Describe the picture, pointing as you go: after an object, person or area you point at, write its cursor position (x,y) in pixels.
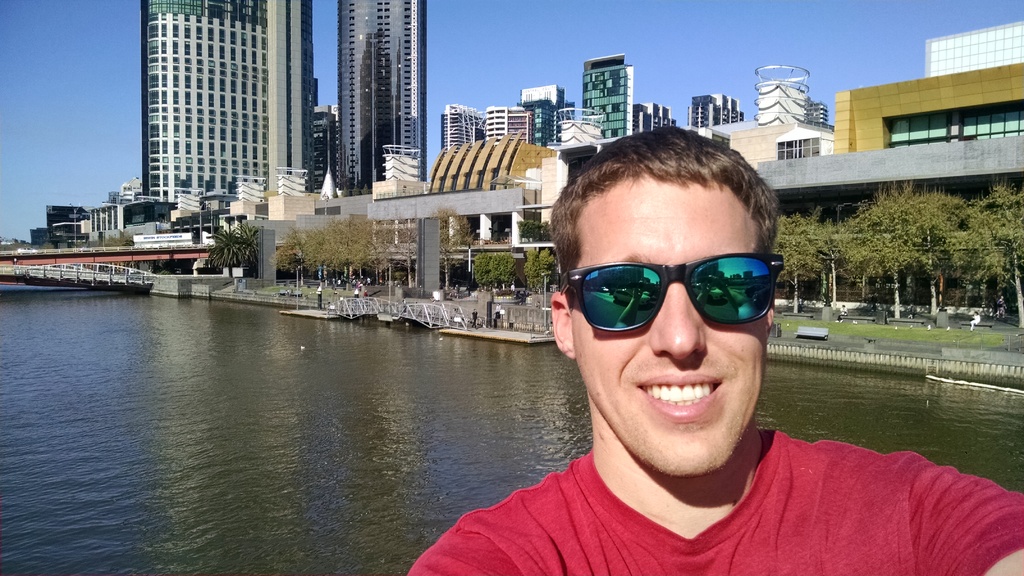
In this image we can see a person (669,408) wearing T-shirt (836,501) and the goggles (650,298), behind him there are some buildings (778,129), trees (402,240), benches (804,335), also we can see river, bridge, poles (470,267), and the sky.
